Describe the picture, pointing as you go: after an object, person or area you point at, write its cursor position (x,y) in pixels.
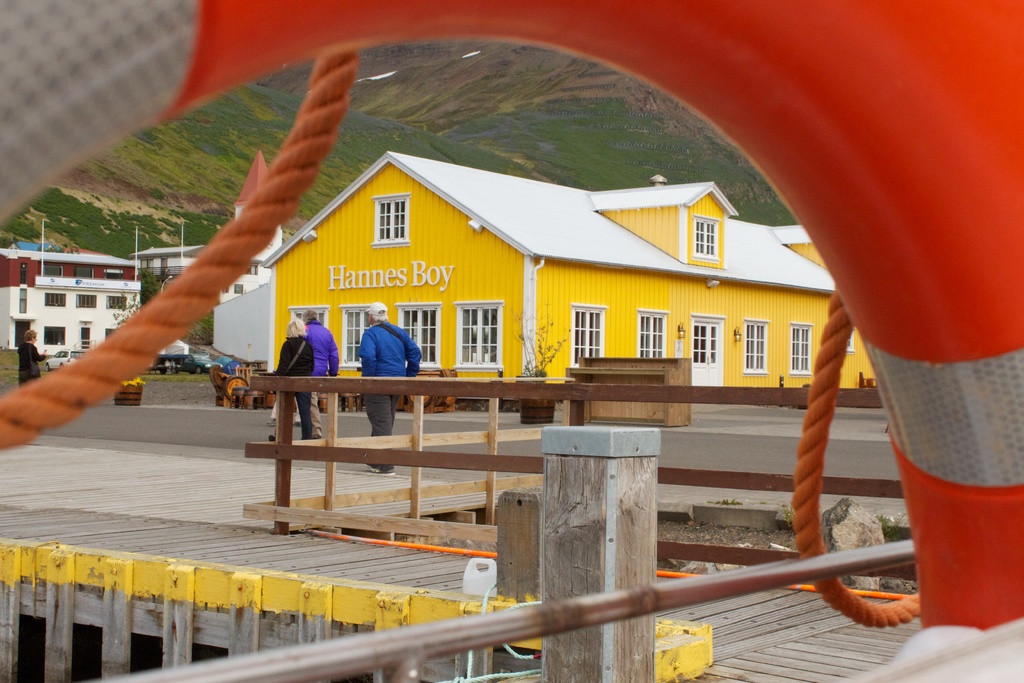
Here we can see a swimming ring (156,33), pole (414,653) and ropes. In the background (385,530) we can see a platform (455,496), fence (358,387), three persons (295,367) walking on the road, buildings (265,315), doors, windows (411,305), lights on the wall (503,293), plants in a pot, text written on the wall (286,306), some other objects (173,370) and mountain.
